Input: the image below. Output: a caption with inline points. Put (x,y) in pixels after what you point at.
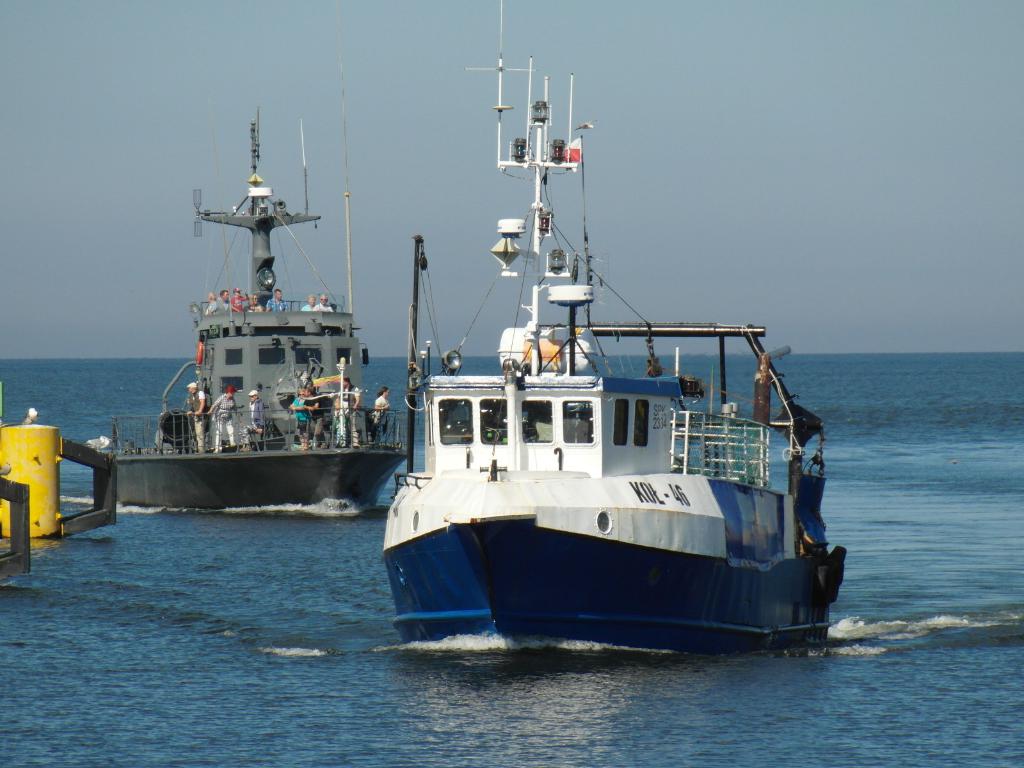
In this picture there are ships (121,416) on the water (168,732) and there are group of people (217,400) standing in the ship (189,448). On the left side of the image (13,487) there are objects (9,499). At the top (566,142) there is sky (701,198). At the bottom (227,626) there is water (490,673).
